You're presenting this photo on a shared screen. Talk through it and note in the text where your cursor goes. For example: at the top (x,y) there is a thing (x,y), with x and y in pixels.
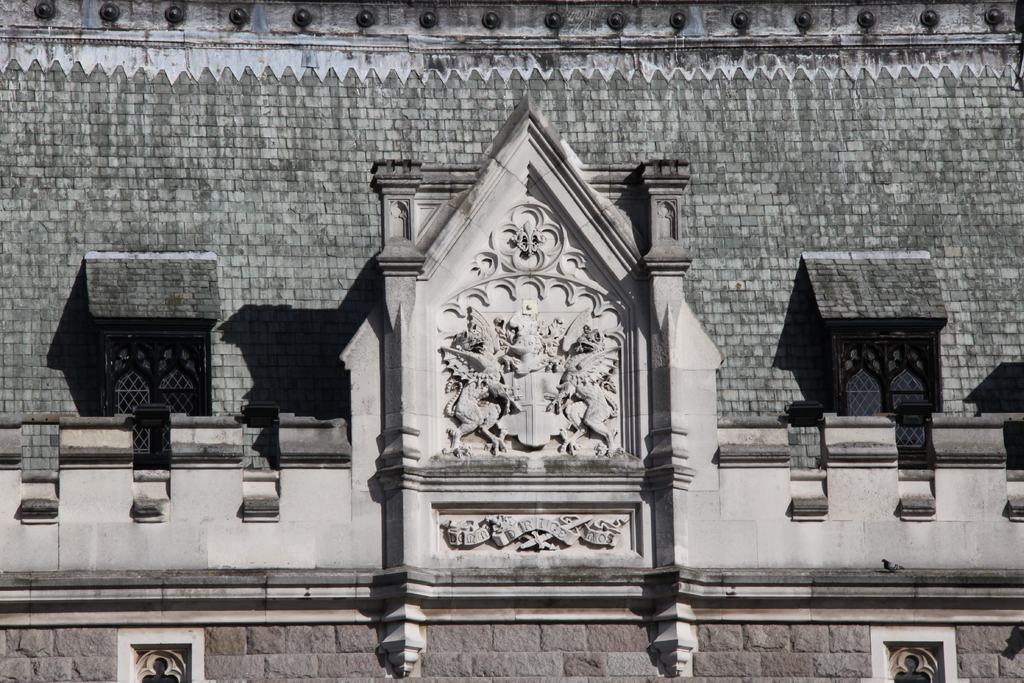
In this image I can see the building (459,349). I can see some statues (462,400) to the building (411,374). I can see the building (359,532) is in grey and ash color.
